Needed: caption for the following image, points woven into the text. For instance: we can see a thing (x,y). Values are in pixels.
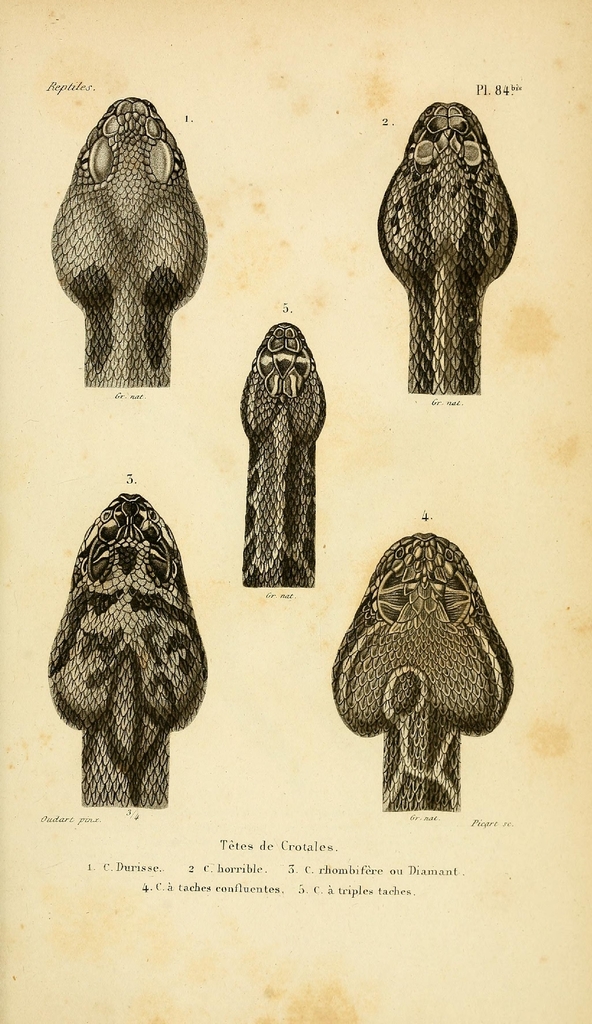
In this image, I can see the heads (127,587) of the snakes (172,695), words (238,892) and numbers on a paper (219,38).
